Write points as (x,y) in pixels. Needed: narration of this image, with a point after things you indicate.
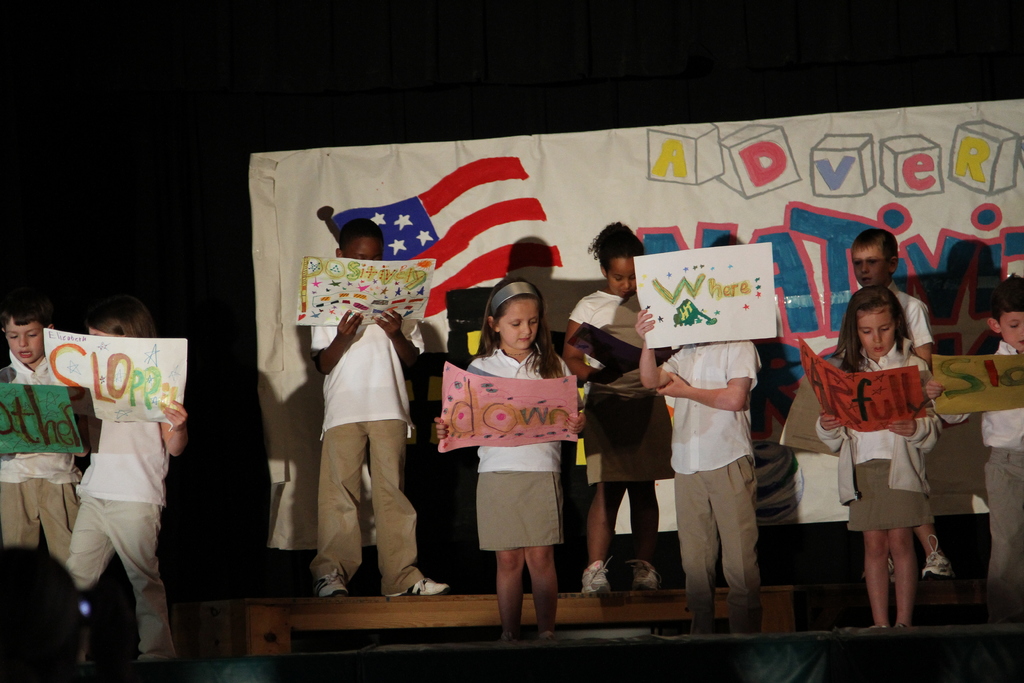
In this image, I can see a group of children (738,379) standing and holding the papers (979,410). This looks like a bench (598,609). I think this is a banner (511,208). The background (1010,56) looks dark.
